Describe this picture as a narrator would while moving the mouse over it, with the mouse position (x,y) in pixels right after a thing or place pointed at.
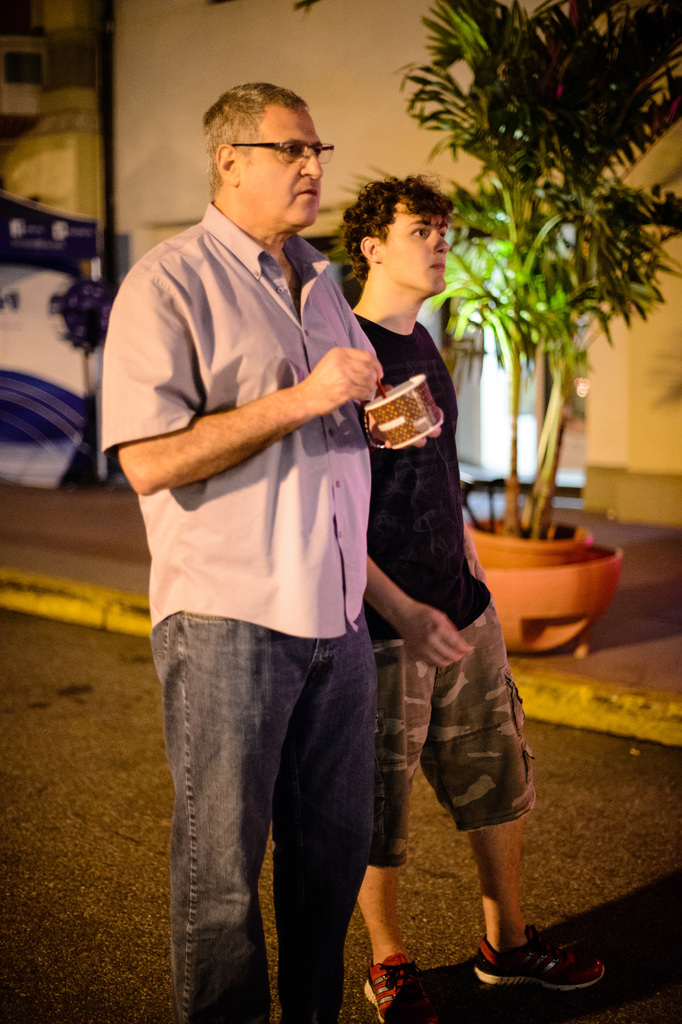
In this image we can see two persons (386,572), one of them is holding a cup (386,424), and a spoon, beside to them there is a plant (564,280), also we can see houses (89,211).
